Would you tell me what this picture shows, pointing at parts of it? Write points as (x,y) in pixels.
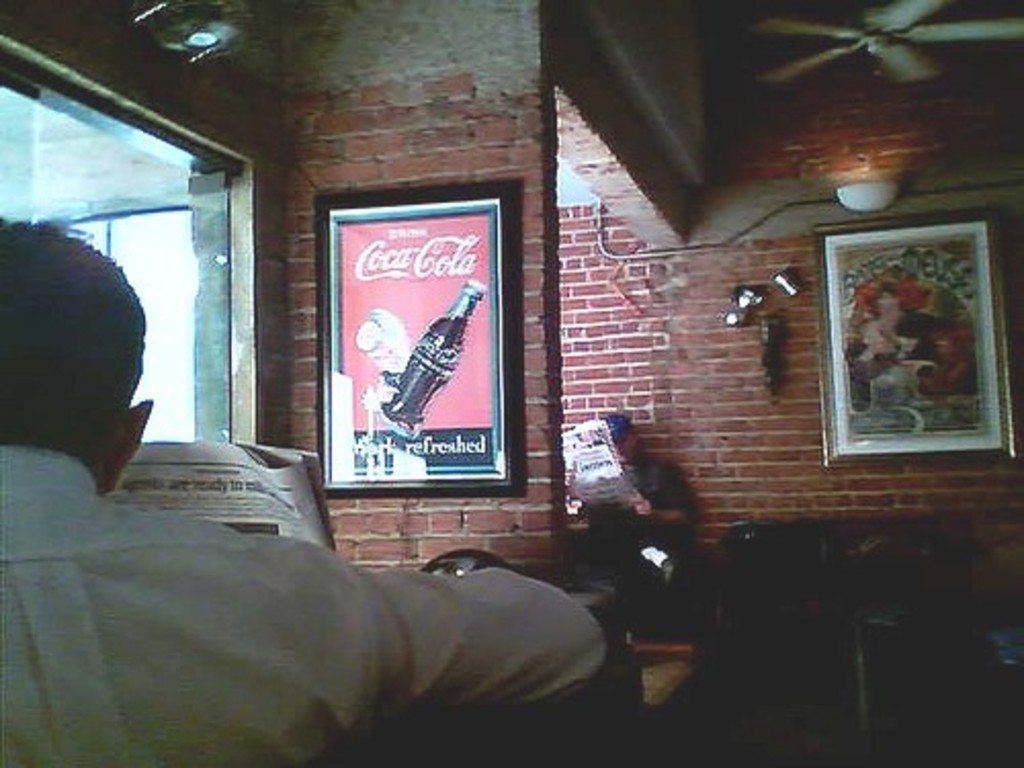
In this image there are walls (528,330), pictures (498,302), fan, people (222,682), newspapers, glass window (146,170) and objects (842,529). Pictures (916,290) are on the wall (678,318).
